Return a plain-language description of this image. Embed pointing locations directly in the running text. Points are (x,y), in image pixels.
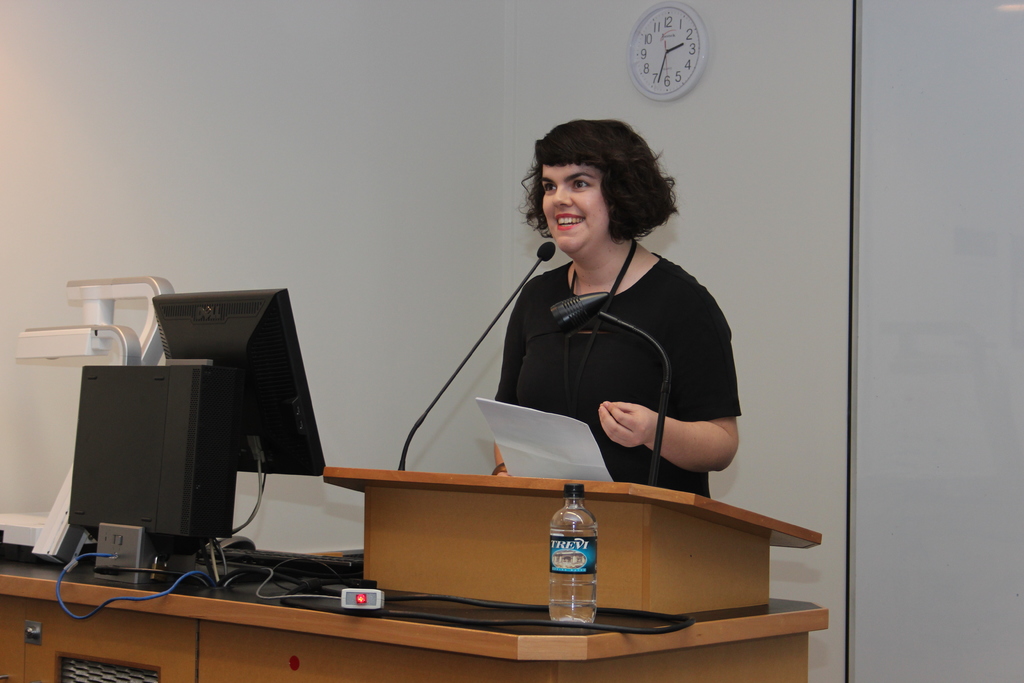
In this picture woman (558,203) is standing and talking over microphone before table (559,670) on which monitor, keyboard (245,562), mouse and bottle (578,492) are there. Backside a clock (675,19) is mounted on wall (548,42).
